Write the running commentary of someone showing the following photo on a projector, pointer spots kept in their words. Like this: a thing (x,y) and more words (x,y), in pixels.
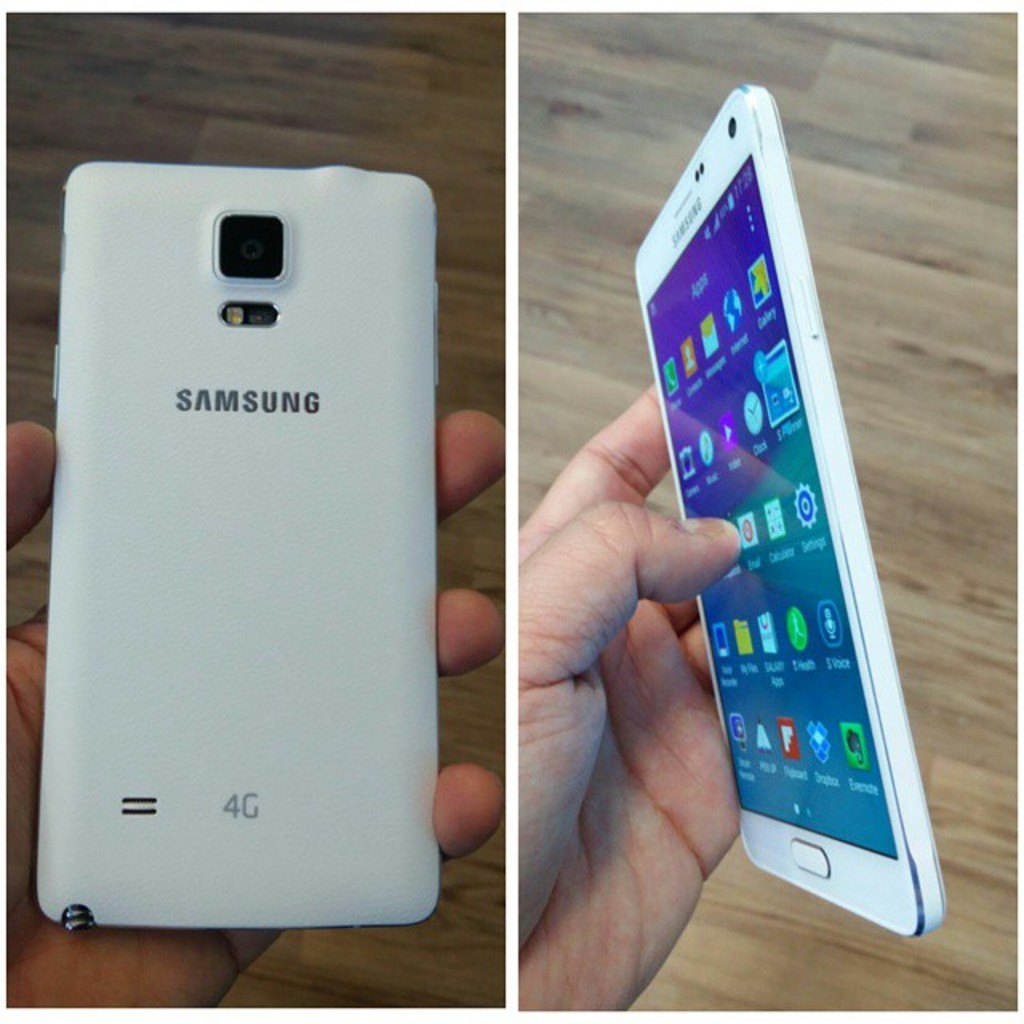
This is a collage image. There are two pictures. In both the images I can see a person's hand (628,714) holding a mobile (742,560). On the mobile (758,457) which is on the right side (805,543), I can see some applications (789,747) on the screen (782,482).
